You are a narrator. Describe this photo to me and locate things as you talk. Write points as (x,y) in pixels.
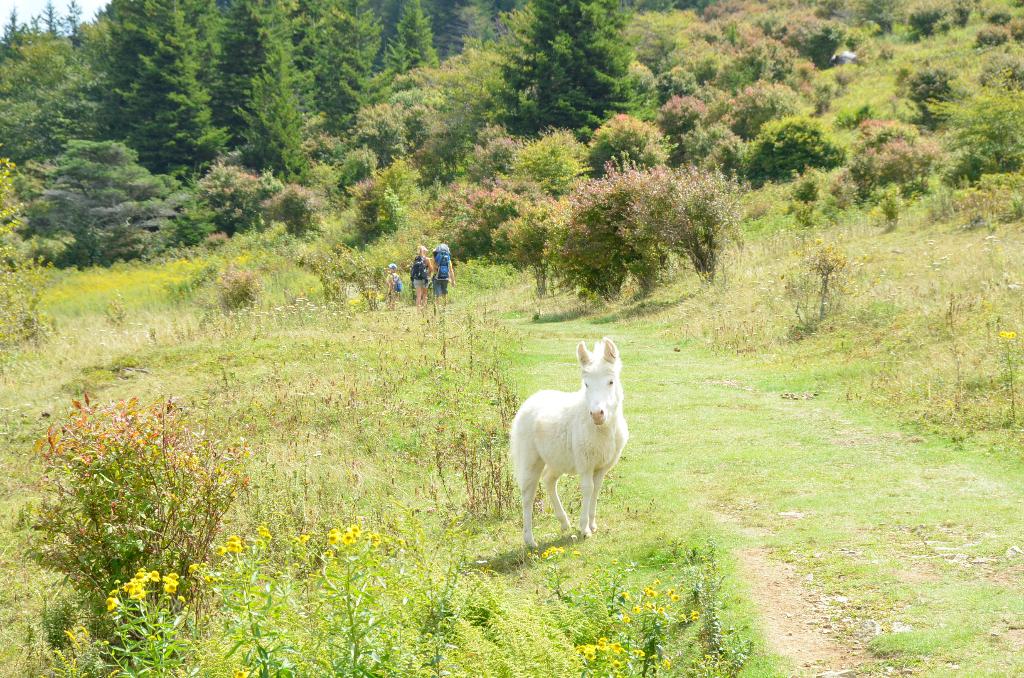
In the foreground of this image (562,456), there is a white horse (562,452) on the grass (939,328), plants (620,270), trees (633,268) and the grass (259,432). In the background (510,239), there are persons (433,294) walking on the path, trees (81,40) and the sky (88,6) on the top left (89,4).
